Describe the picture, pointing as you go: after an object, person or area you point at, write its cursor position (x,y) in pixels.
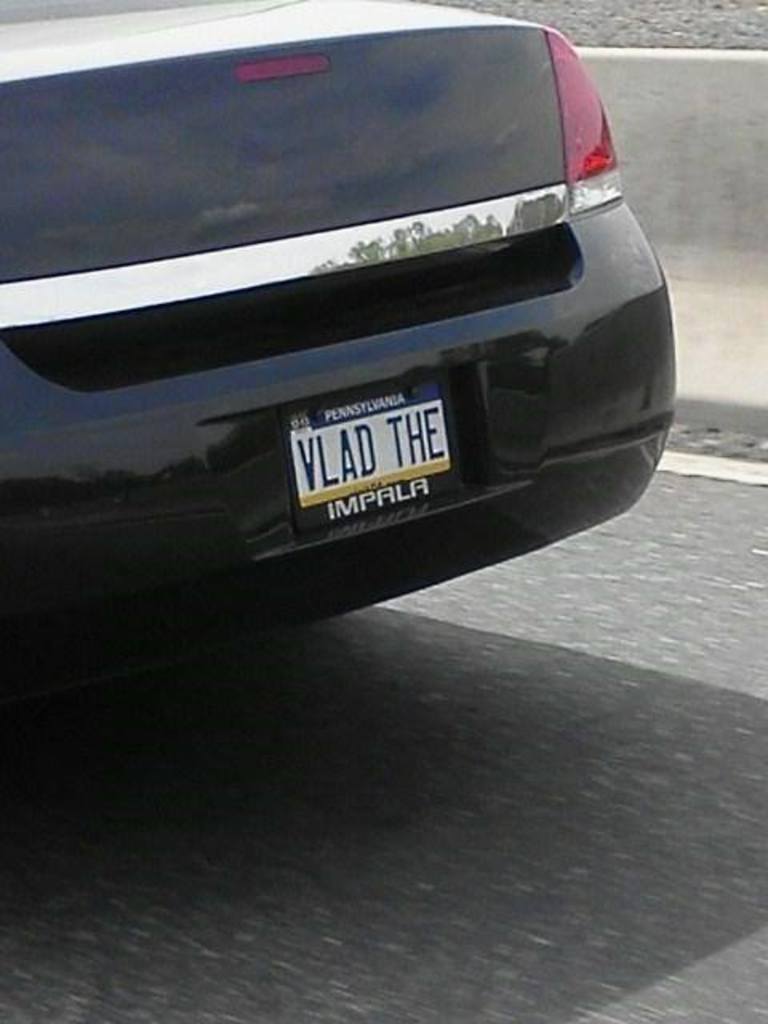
There is a black color vehicle (465,111) on the road (478,733). In the background (710,203), there is a divider (668,103), near another road (624,31).
